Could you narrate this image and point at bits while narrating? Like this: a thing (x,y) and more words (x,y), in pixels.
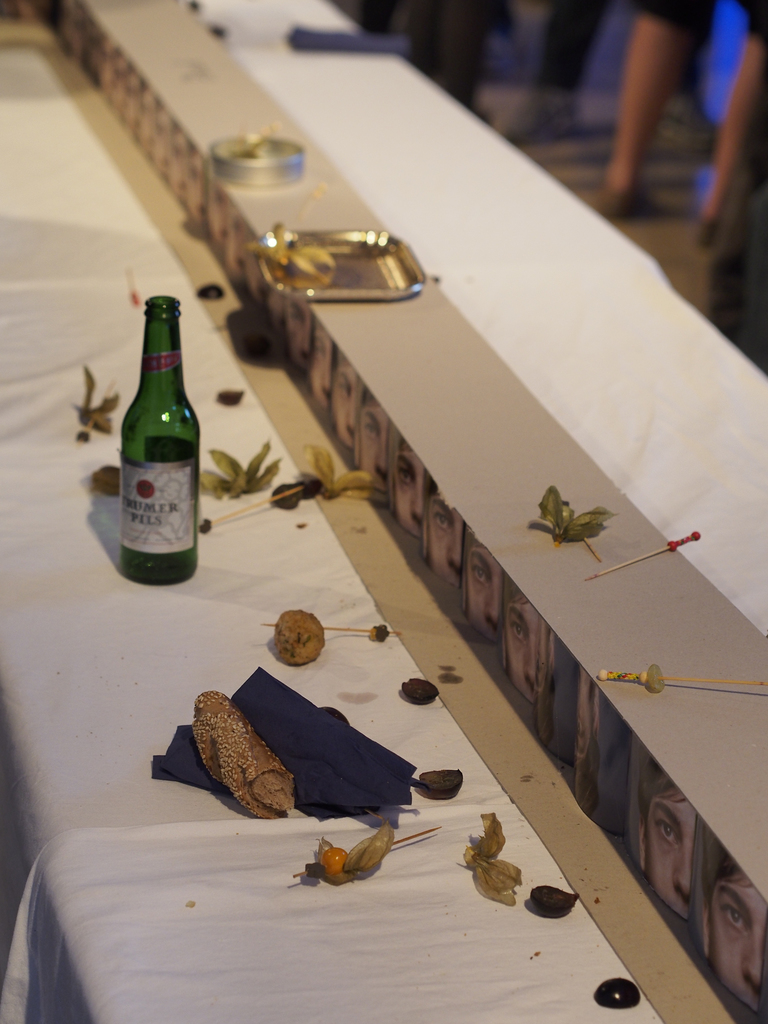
In this image I can see a glass bottle (165,422), some food items (309,484), a plate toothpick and some other objects (381,453) on a table (501,246).
